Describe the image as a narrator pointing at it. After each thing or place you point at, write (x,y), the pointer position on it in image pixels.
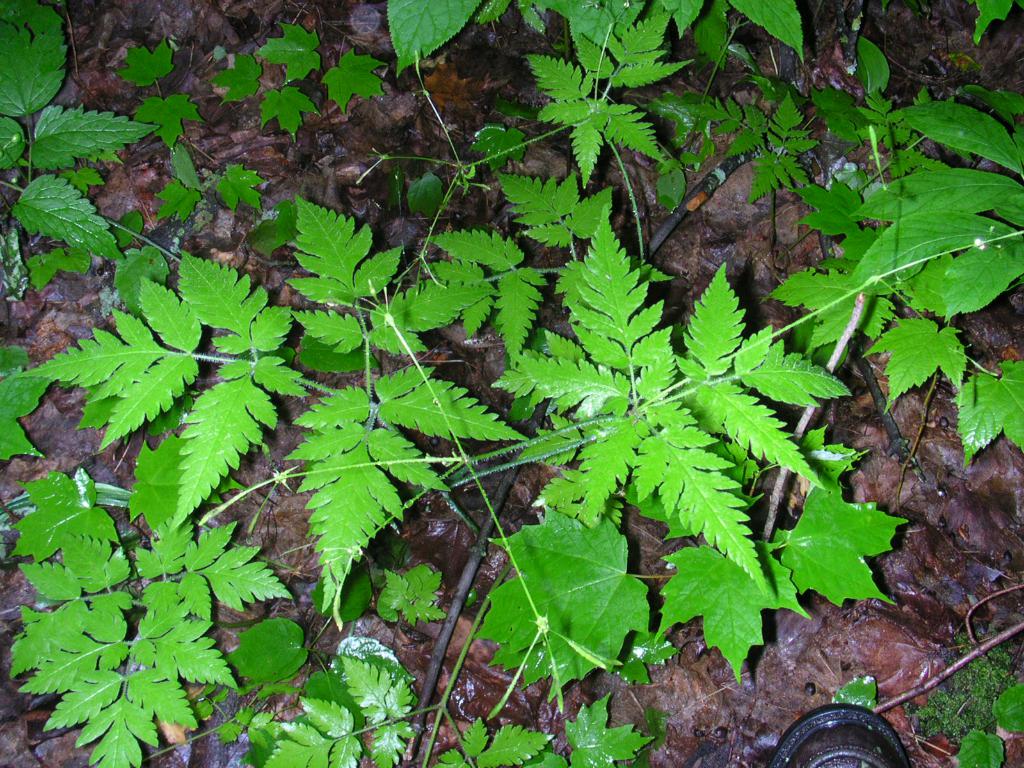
In this image I can see there are green leaves (459,311).
